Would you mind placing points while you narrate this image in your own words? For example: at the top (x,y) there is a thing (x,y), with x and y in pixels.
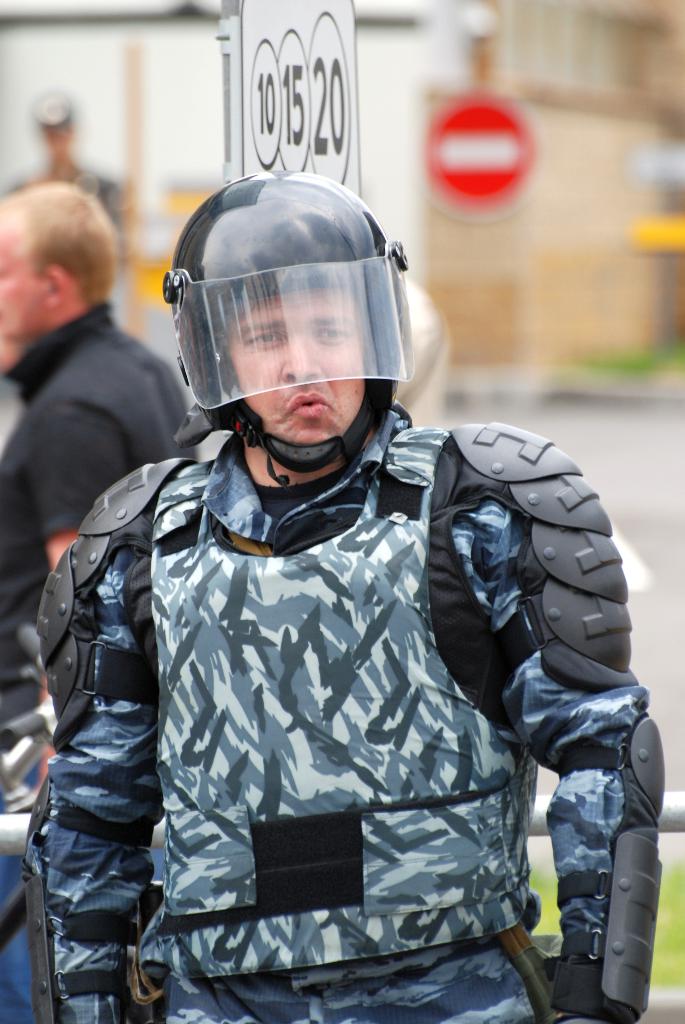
In this image, there is a person (468,592) standing and wearing a black color helmet (209,273), at the background (47,419) there is a man (97,380) standing and there is a white color board (251,59), there is a building (359,27).
